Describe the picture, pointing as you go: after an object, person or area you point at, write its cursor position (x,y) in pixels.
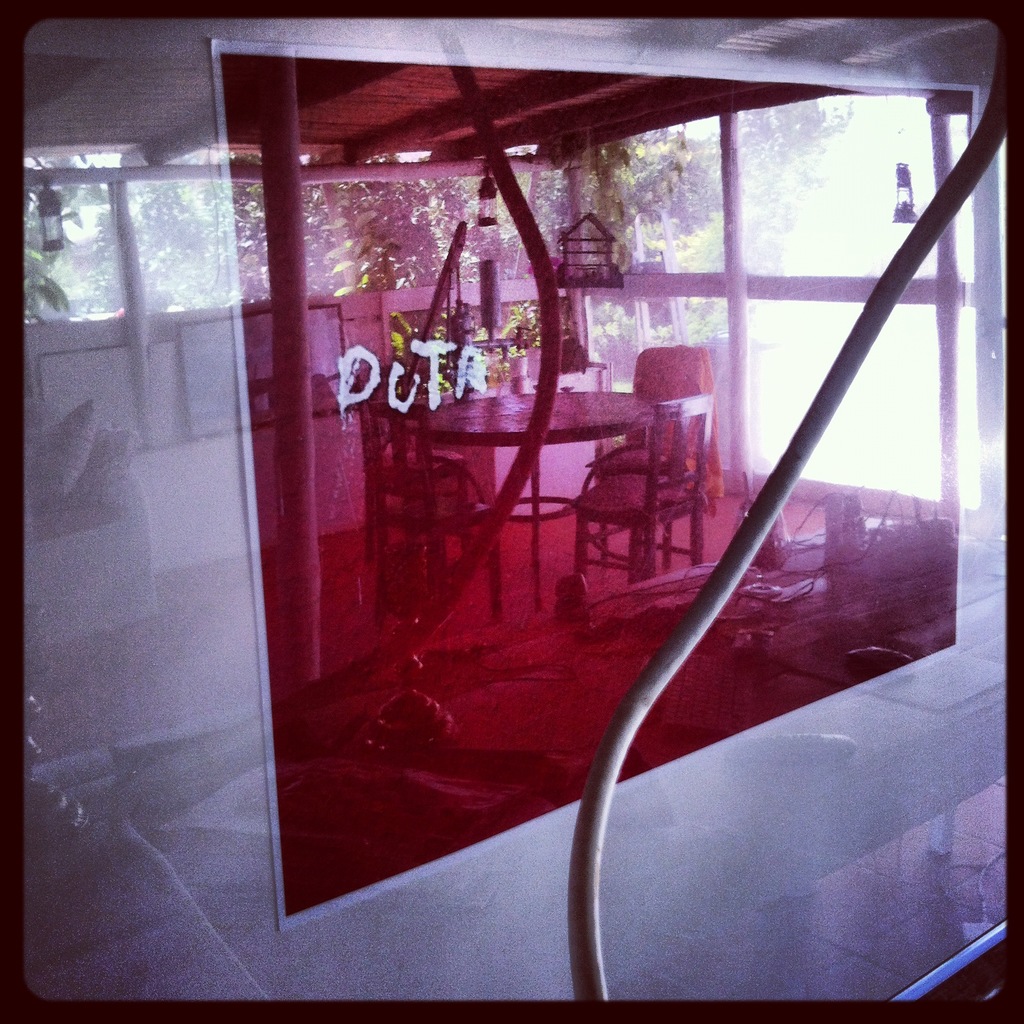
In the image there is a glass (527,111) it is of pink and transparent color and the pictures of tables (558,419) and chairs (615,482) are being reflected on the glass (284,122).
